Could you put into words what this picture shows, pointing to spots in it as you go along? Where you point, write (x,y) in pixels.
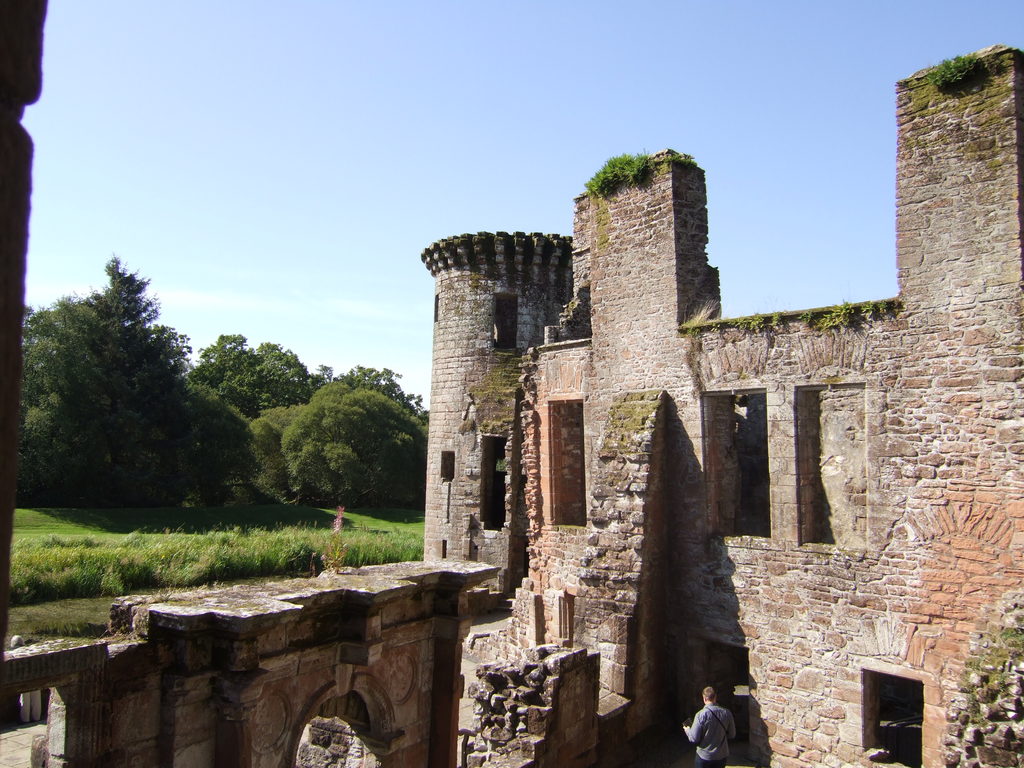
There is a person (705,724) walking on the floor (658,745) near a building (702,498) which is having windows (726,410). In the background (398,514), there are plants (157,548), grass (181,523) and trees (139,308) on the ground (137,581) and there are clouds (273,300) in the blue sky (413,123).
